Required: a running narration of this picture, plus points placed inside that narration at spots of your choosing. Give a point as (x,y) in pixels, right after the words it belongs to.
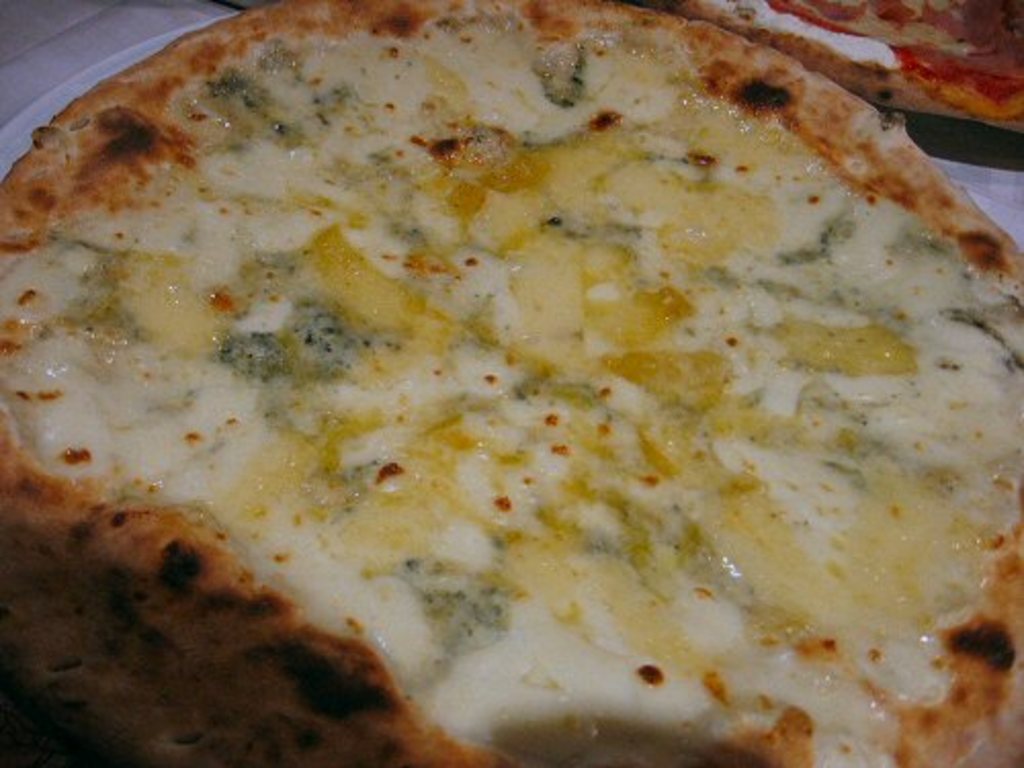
In this image I can see two pizzas (704,158) and on it I can see few ingredients (695,222).
